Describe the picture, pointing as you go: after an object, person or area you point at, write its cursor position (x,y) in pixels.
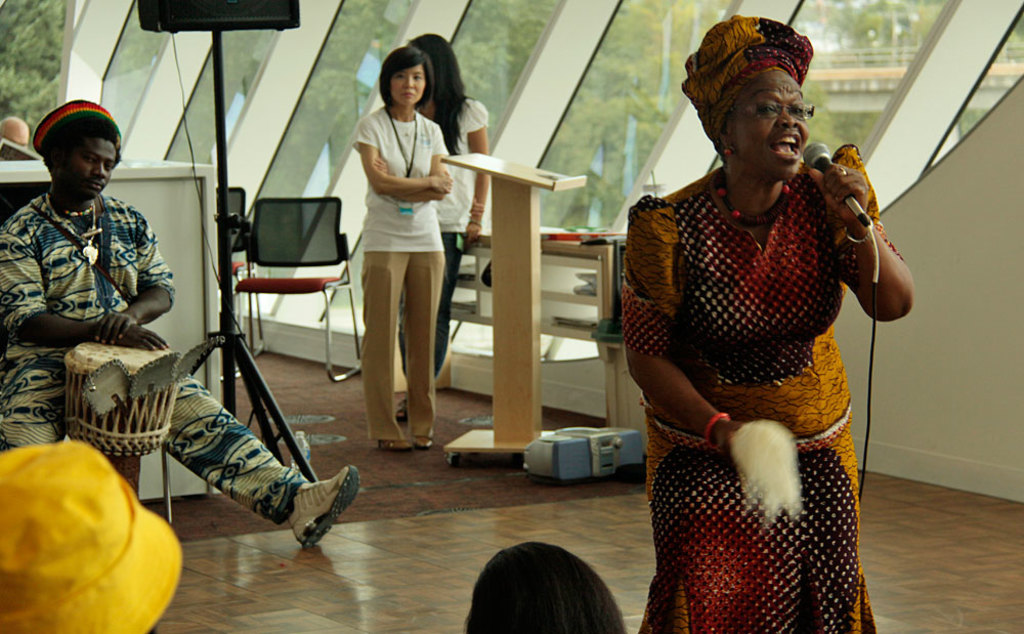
In this picture, we can see a few people (734,229) and some are holding some objects (775,440) and we can see the podium (525,236), desk (607,277), chair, stand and we can see floor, wall (584,60) with glass (370,36) and we can see some trees (52,45) and a bridge (845,76) from that glass (872,56).
